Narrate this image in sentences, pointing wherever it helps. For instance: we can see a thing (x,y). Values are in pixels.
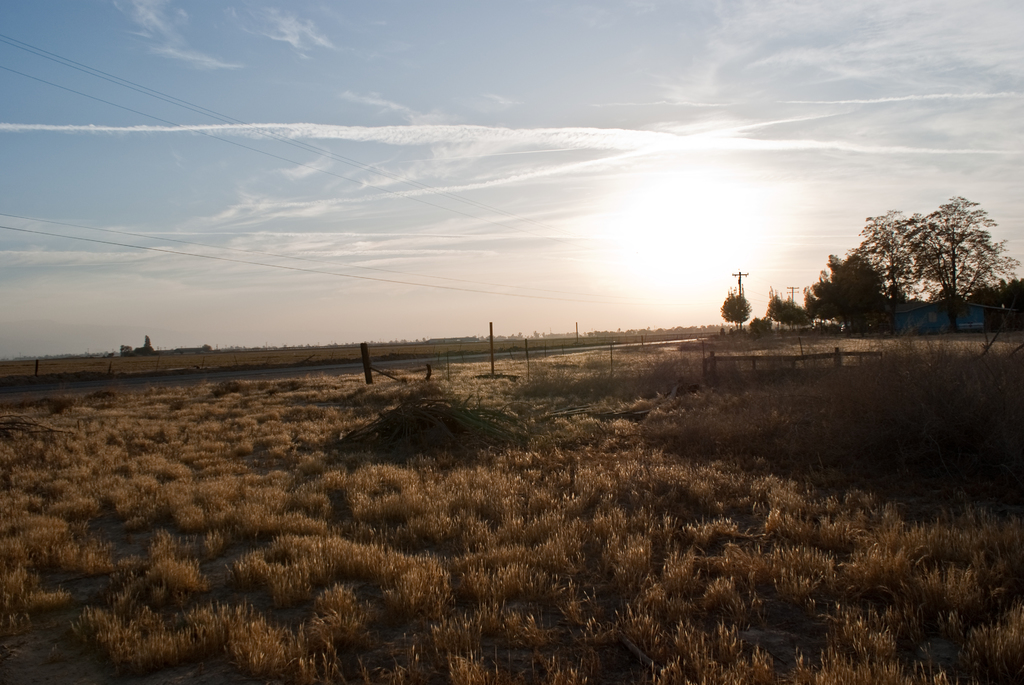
This is an outside view. At the bottom of the image (387,597) I can see the grass (137,564). In the background (155,376) there is a road (96,382) and some trees (806,292) and also I can see a house (930,316). On the top of the image (338,140) I can see the sky (241,220).
